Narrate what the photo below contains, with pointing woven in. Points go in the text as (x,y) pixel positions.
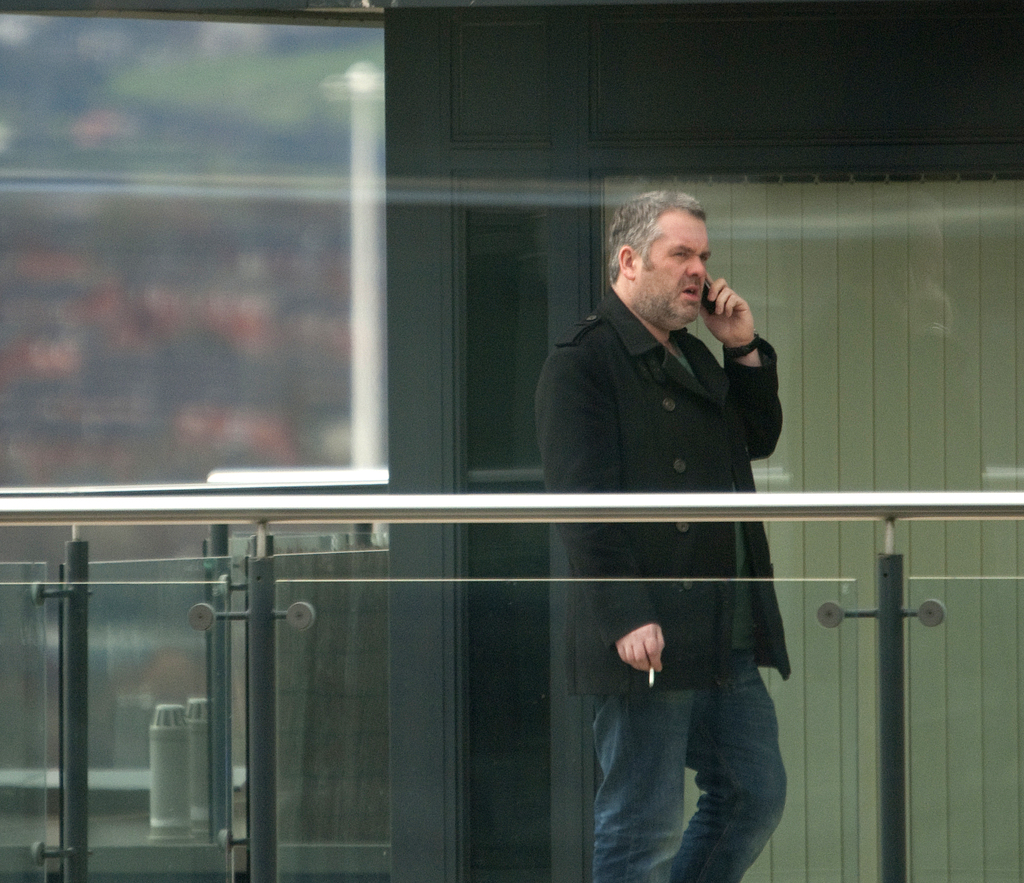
In this picture we can see a man (760,820) holding a mobile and a cigarette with his hands (709,330) and in the background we can see curtains (774,290), pipes (227,672).
